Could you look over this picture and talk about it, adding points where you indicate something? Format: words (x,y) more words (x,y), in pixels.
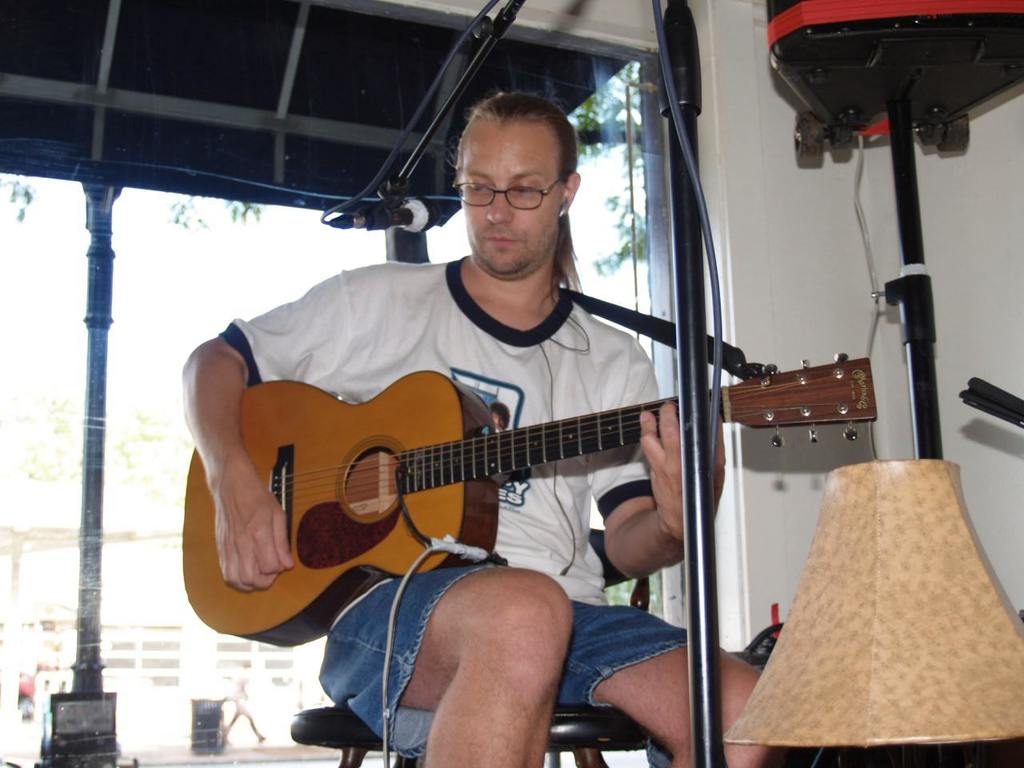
In this image i can see a man (579,372) sitting on a chair (344,731) holding a guitar (447,460), and in front of him i can see a microphone (374,213), a lamp (821,519). In the background (181,225) i can see a pillar (92,271), and some people (22,694) walking and some trees (48,414).
